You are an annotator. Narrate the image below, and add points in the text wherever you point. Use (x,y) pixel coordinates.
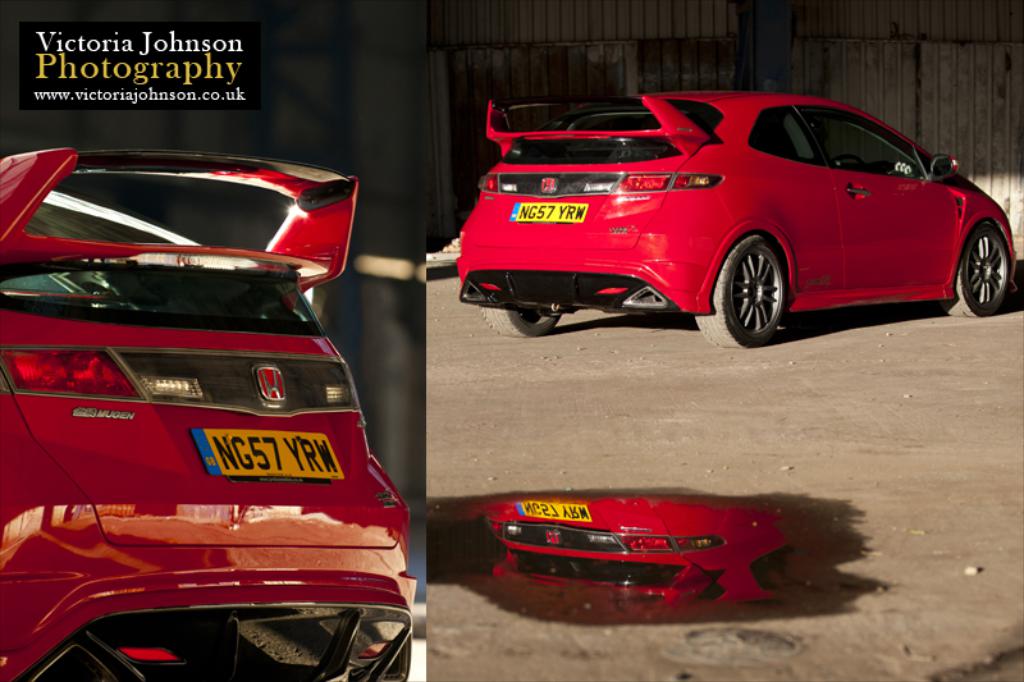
This picture is a collage of two images. In these two images we can observe red color car (151,464) on the road (544,357). We can observe a watermark (116,79) on the left side (162,64). On the right side (727,584) there is some water (638,518) in which we can observe reflection (605,535) of this red color car (536,246). In the background (706,54) there is a wall (669,79).
